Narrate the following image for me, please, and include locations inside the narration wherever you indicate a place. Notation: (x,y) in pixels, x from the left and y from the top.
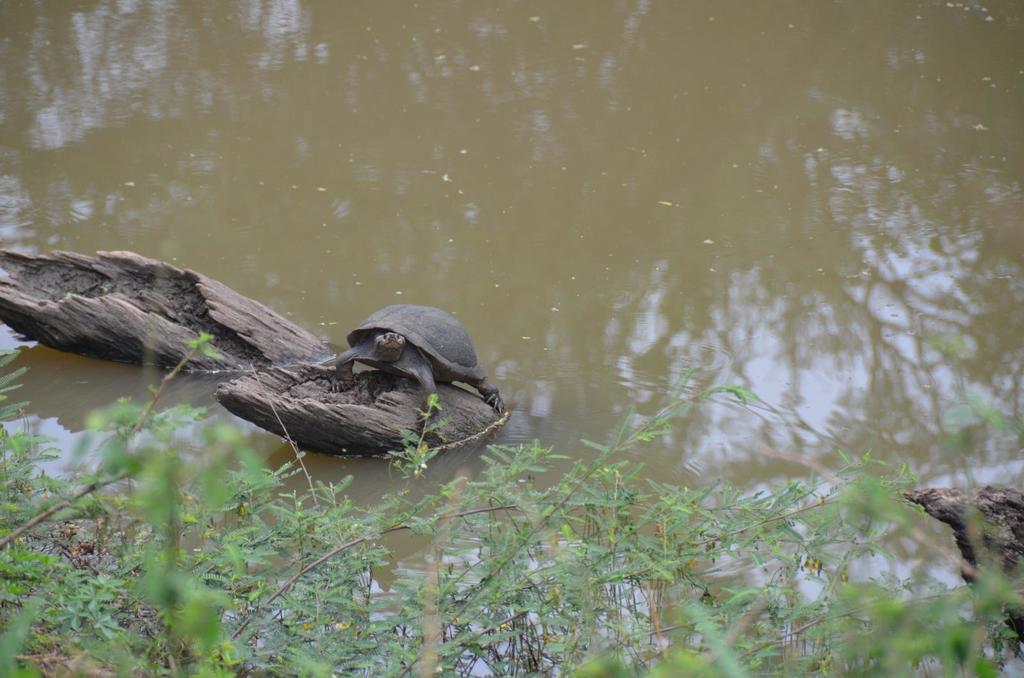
There is a tortoise (401,342) on the tree (229,341), these are trees (789,611), this is water (759,139).
